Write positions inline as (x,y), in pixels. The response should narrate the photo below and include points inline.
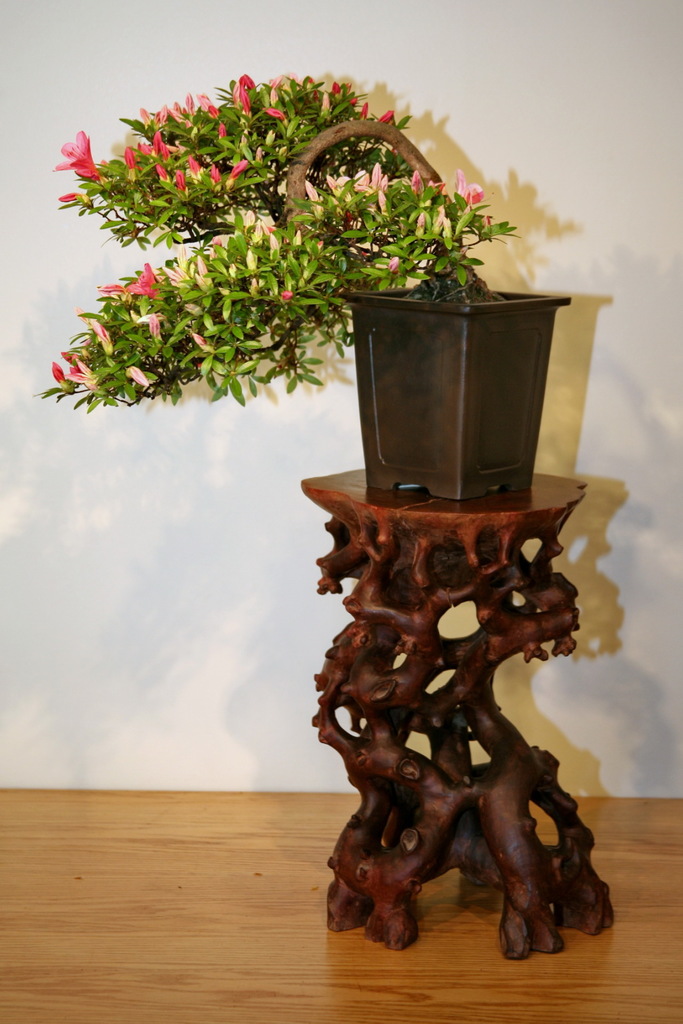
there is a house plant (249,295) on the table (382,521).
